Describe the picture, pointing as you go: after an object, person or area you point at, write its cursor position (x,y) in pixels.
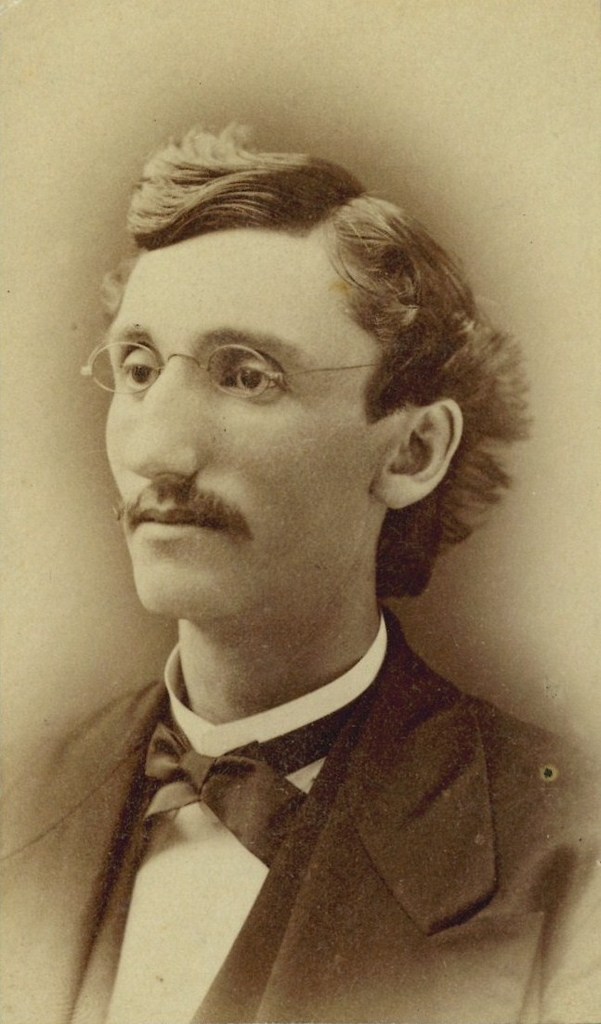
This is a black and white image. In this we can see a person (286,299) wearing spectacles (126,354).
